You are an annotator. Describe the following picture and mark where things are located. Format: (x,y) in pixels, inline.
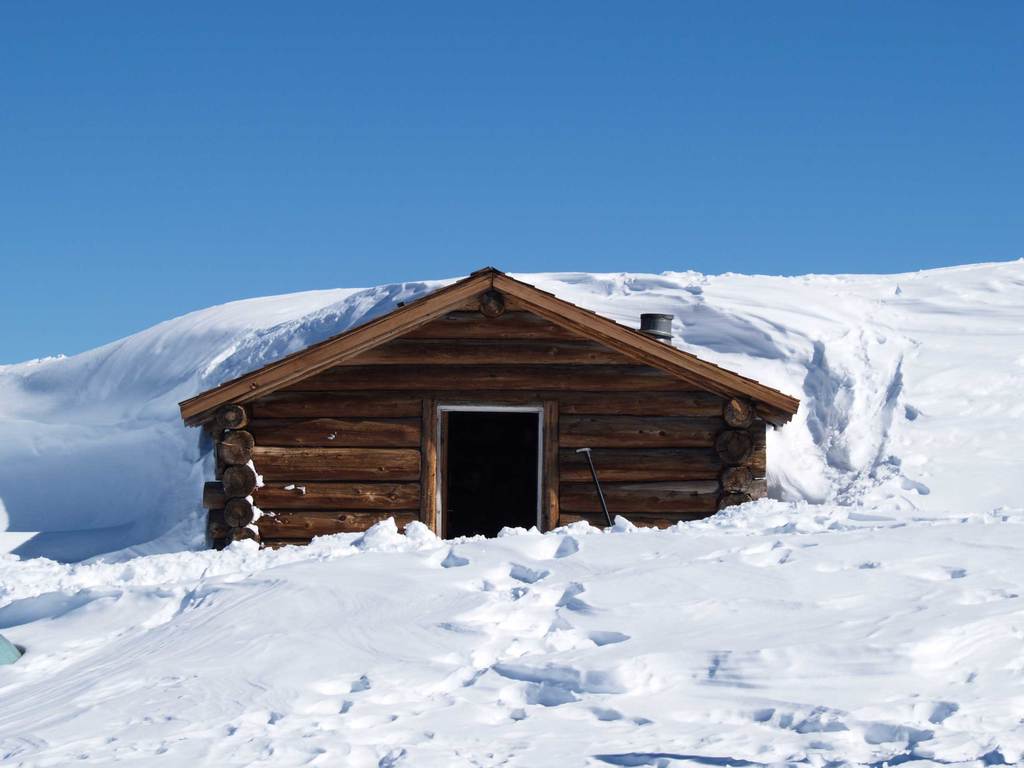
In this image we can see snow (812,620). Also there is a wooden house (520,353). In the background (489,180) there is sky (486,181).
